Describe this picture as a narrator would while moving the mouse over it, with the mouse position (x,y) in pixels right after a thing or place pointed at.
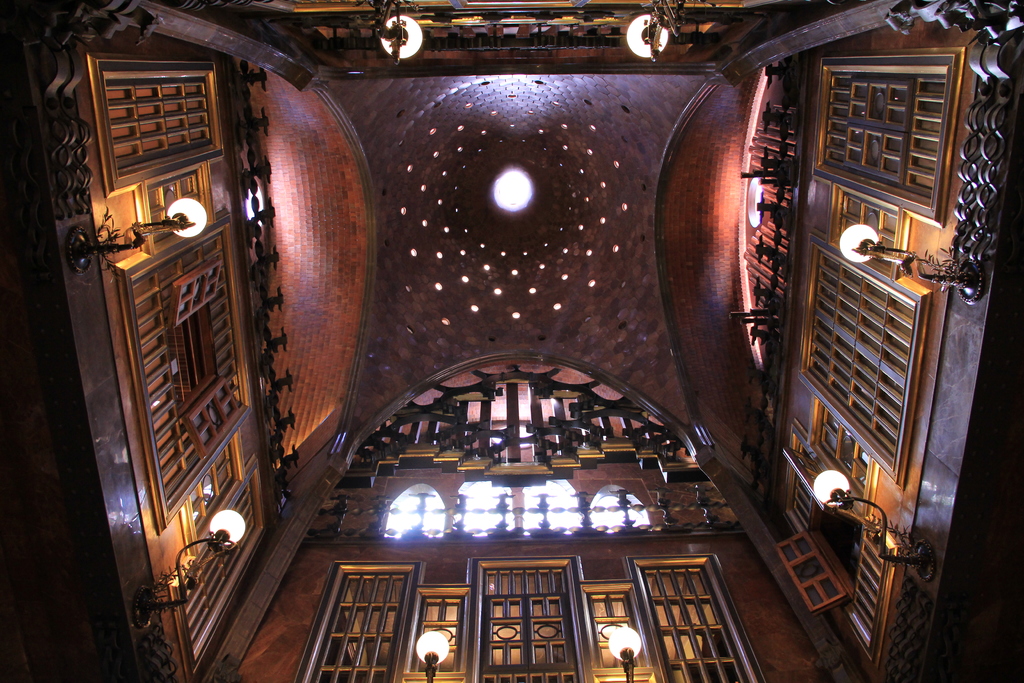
This picture seems to be clicked inside the hall (606,507). In the foreground (572,615) we can see the windows (497,638) and the wall mounted lamps (901,253). In the background (556,271) we can see the roof (706,417), lights (555,305) and some other objects (383,424).
